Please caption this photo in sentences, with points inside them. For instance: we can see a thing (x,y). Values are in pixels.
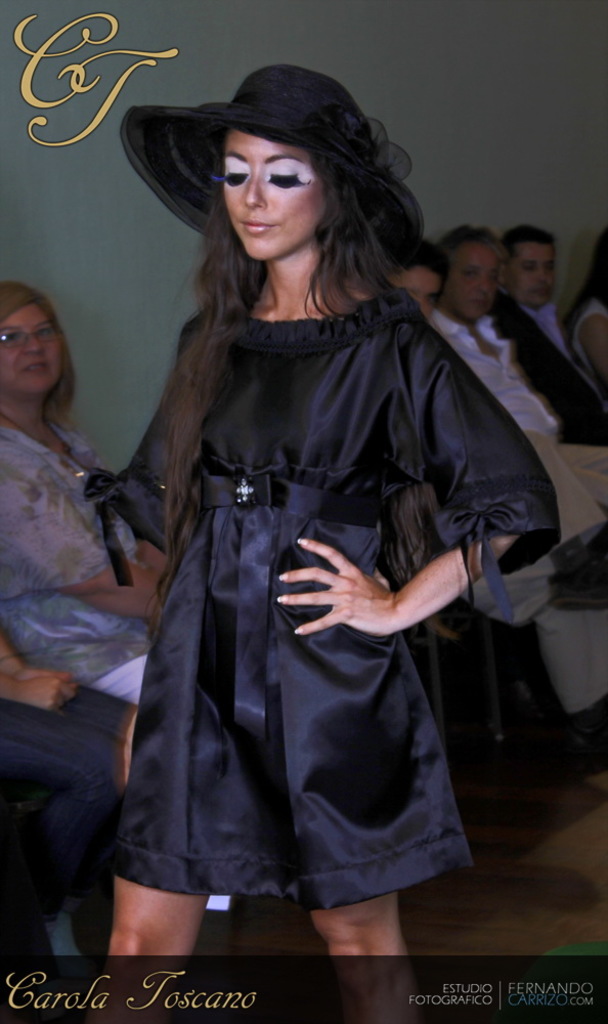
In the foreground of this image (268,533), there is a woman (272,269) wearing hat (313,126) and black color dress (322,455). At the bottom (170,981), there is some text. In the background (75,487), there are people (523,297) sitting near a wall (477,133).
